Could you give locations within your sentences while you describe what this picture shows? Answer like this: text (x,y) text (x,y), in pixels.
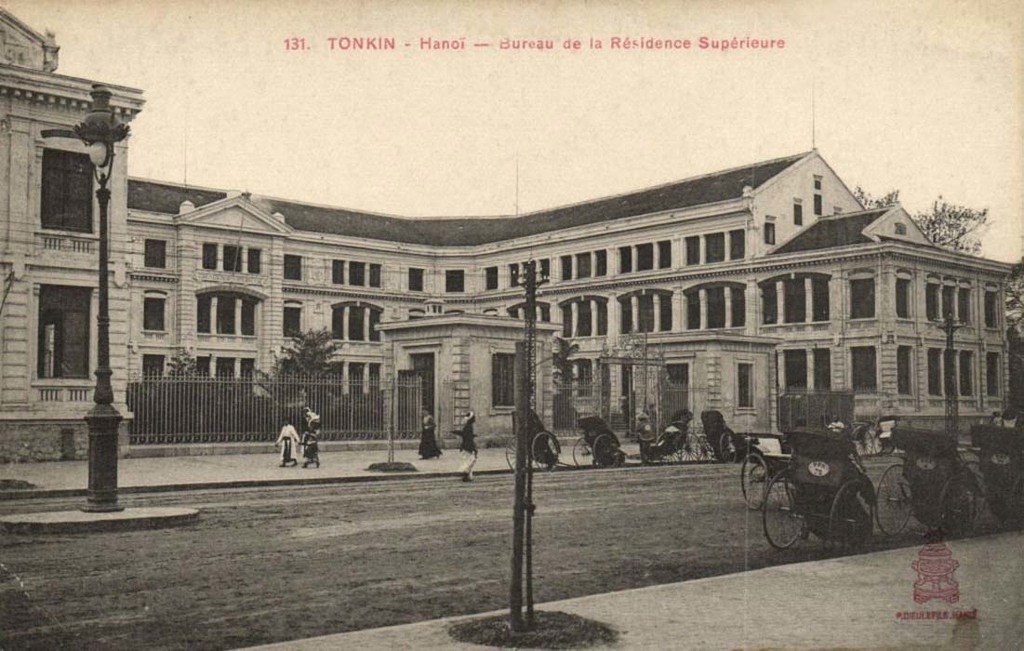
In the foreground of this black and white image, there are wheel carts (841,474) on the road (669,538). On either side, there are poles (116,444) and the side path (634,602) and persons (473,445) walking on the side path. In the background (662,314), there is a building (467,325), few trees (319,370) and the sky (292,93).
